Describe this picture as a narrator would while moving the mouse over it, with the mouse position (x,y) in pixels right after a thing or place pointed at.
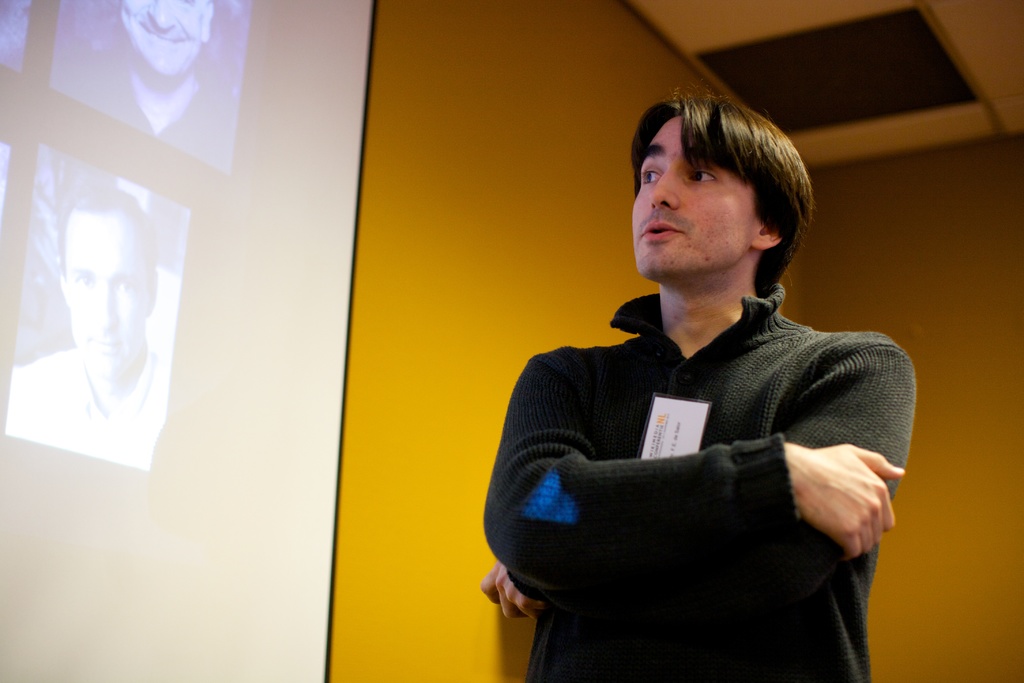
In this image we can see a person (697,349) standing and there is a presentation screen (336,301) to the wall (446,216) beside the person (677,567).
